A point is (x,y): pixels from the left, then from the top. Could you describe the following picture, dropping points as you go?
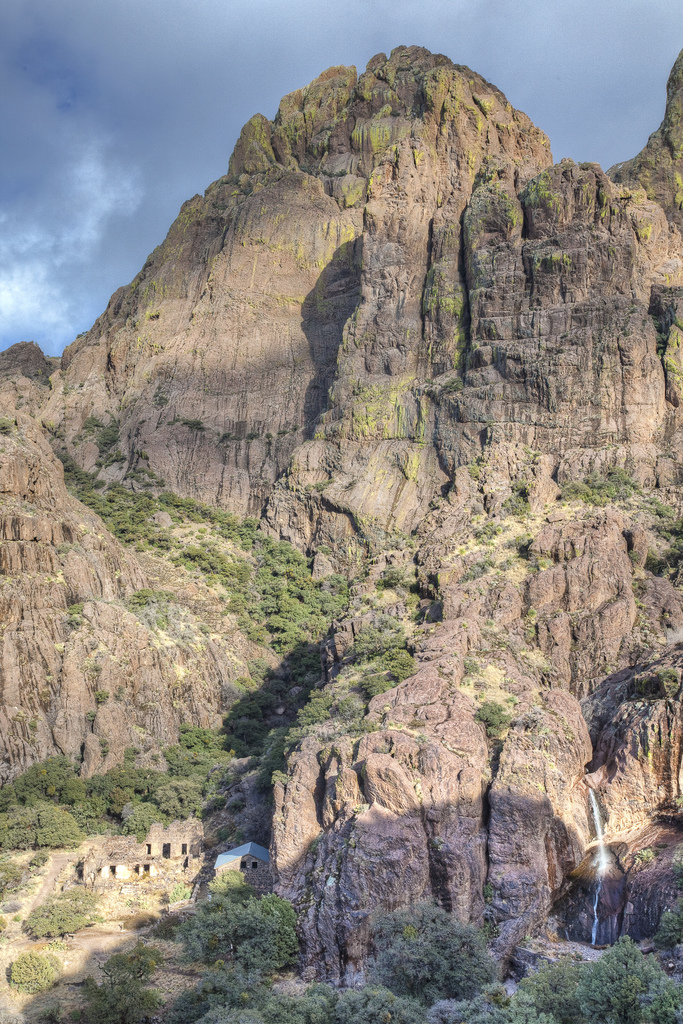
In this image there are buildings (247,851), mountains (344,781), trees (164,599) and sky (163,126).
